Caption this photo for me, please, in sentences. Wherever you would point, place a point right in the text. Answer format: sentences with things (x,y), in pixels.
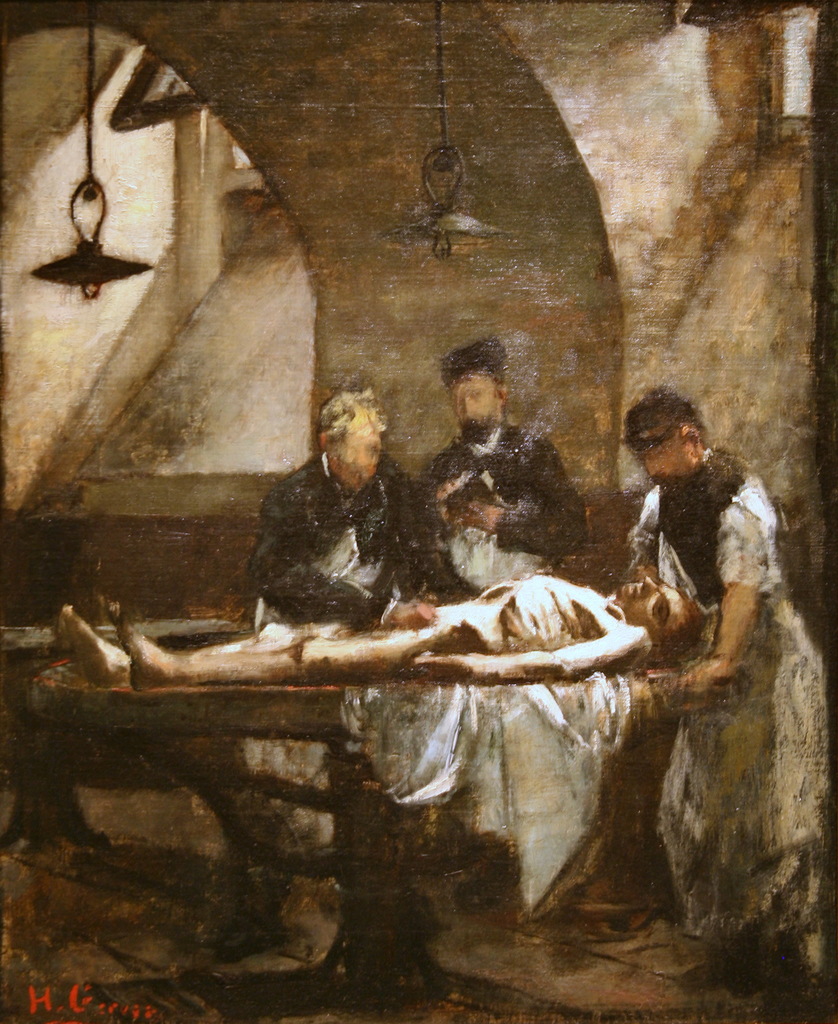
In the middle of the image (378,435) we can see persons (222,664) and one of them is lying on the table (335,735). At the top of the image (232,271) we can see electric lights (432,225) hanging and walls (669,367) in the background (616,390).
